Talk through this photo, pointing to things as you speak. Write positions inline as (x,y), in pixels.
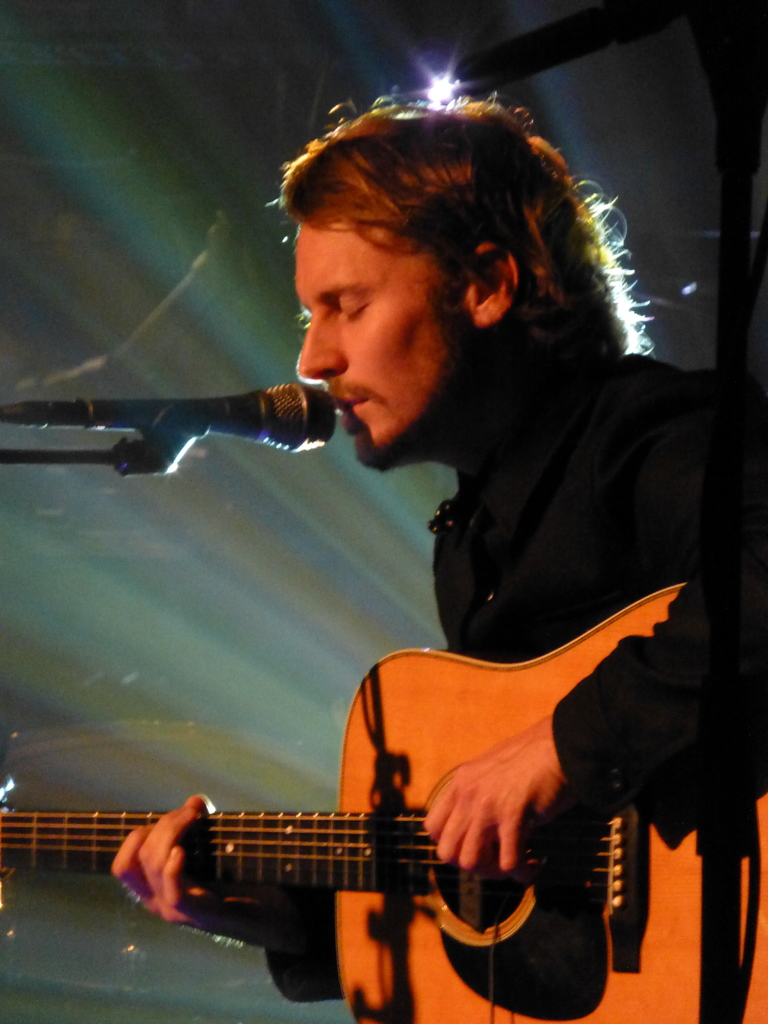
There is a man (634,406) holding a guitar (226,821) and singing on a microphone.
